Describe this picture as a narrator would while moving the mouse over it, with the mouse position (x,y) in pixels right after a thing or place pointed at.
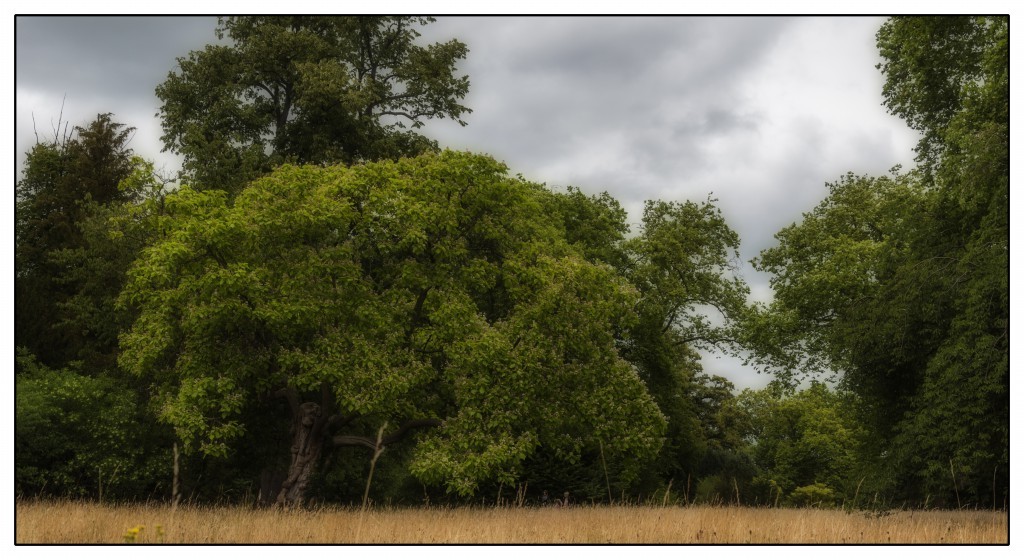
In this image in the front (663,524) there is dry grass (555,532). In the background (368,268) there are trees (292,240) and the sky (641,89) is cloudy.
